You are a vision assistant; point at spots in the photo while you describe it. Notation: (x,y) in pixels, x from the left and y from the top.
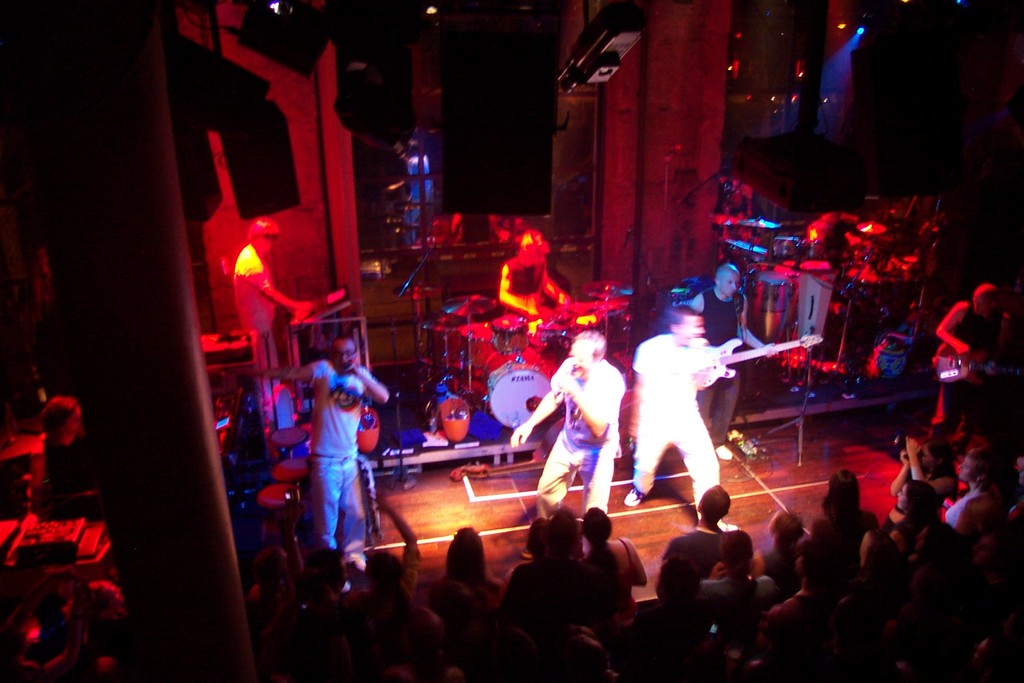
This picture describes about group of people (818,543), in the middle of the image (679,427) we can see few people (568,433) playing musical instruments (617,301), in the background (518,206) we can find few lights (577,71) and speakers (485,87).
